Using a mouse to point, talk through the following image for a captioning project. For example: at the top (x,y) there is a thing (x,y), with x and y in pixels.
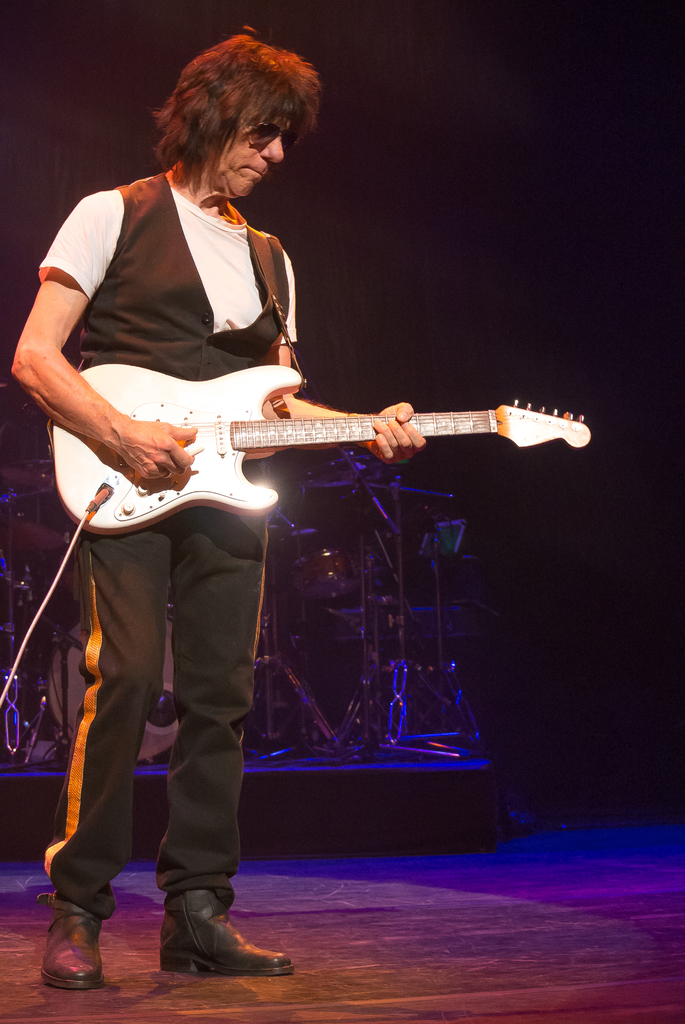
In this image I can see a man (194,510) standing and playing the guitar (257,503) on the stage (502,936). I can see the drums (332,570).
